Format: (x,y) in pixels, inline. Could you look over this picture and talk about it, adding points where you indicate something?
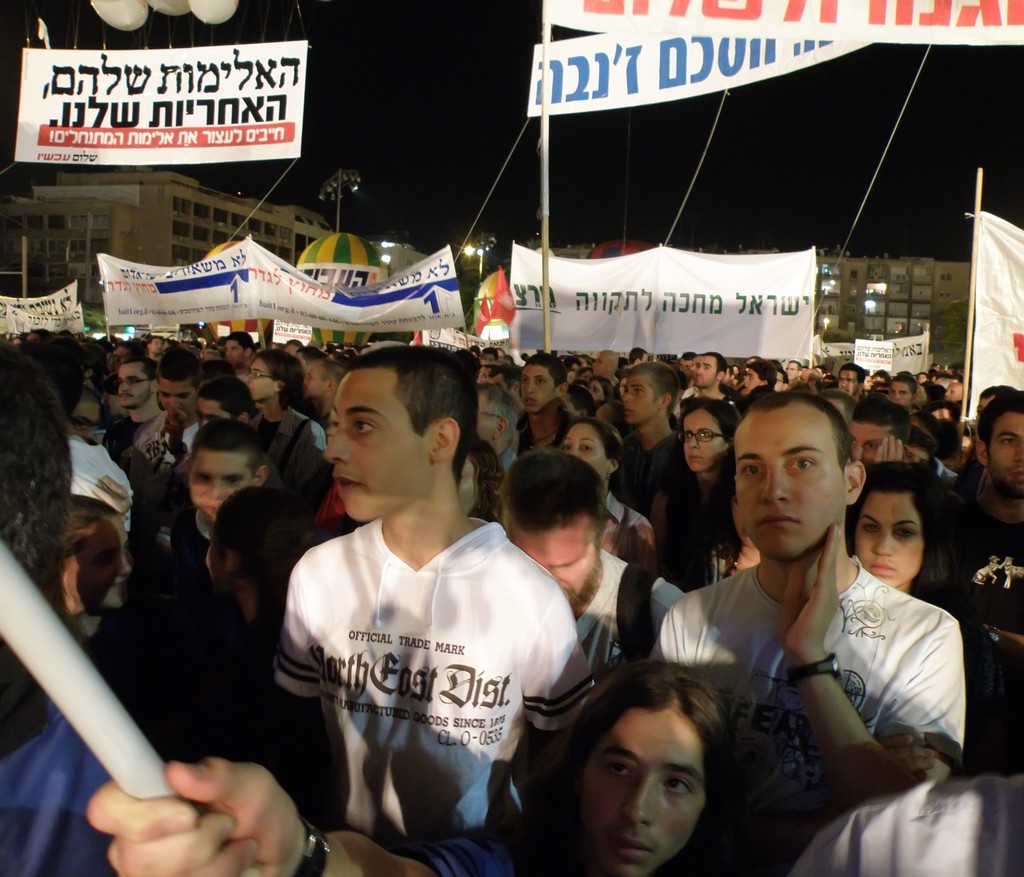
In the foreground of the picture (402,407) we can see people (618,556). In middle of the picture (482,357) there are banners (155,124) and people (939,370). In the background (111,232) there are buildings (73,226). At the top (391,118) there is sky (486,134).
